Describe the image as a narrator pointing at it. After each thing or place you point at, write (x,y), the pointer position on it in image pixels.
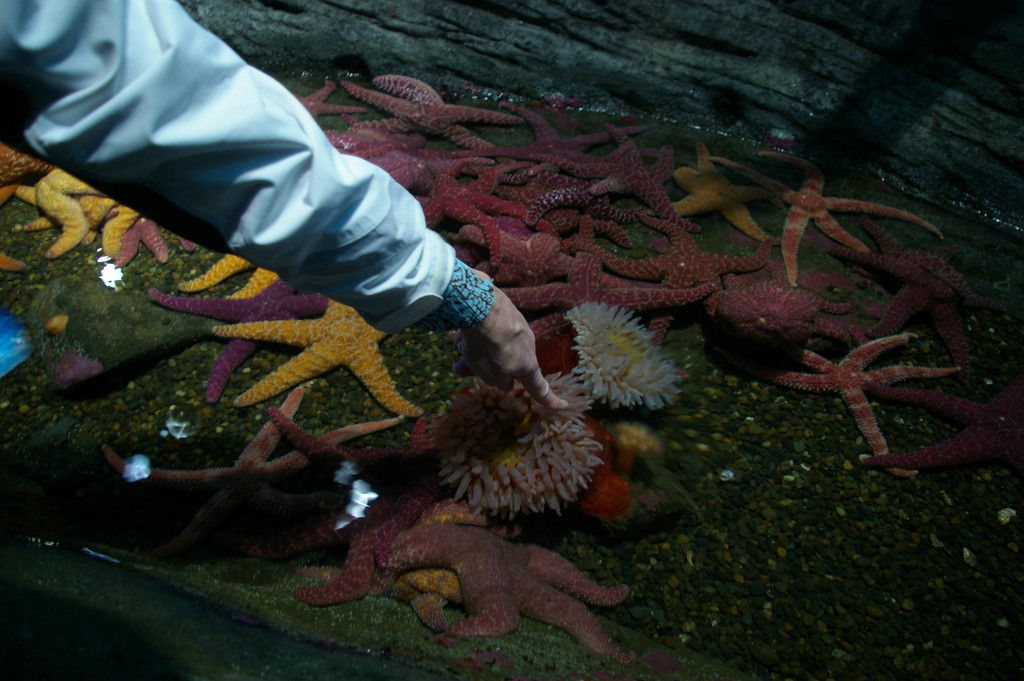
This picture seems to be clicked outside. On the left (110,77) we can see the hand (517,357) of a person (498,288). In the center (627,442) we can see the starfishes (791,340) and some other marine creatures (595,500) placed on the ground (845,571). In the background (868,89) there are some objects (887,139).
